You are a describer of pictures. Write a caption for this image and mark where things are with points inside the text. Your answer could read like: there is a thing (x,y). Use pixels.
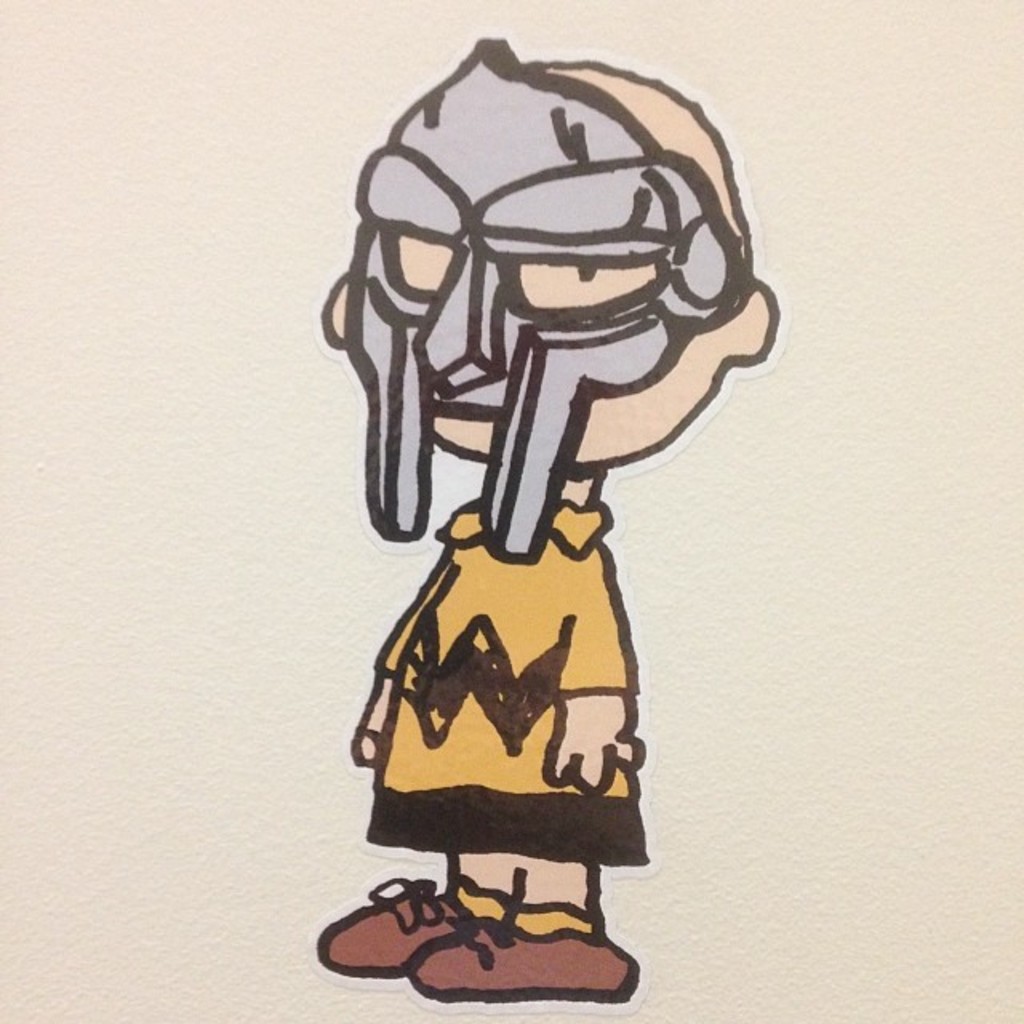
In this image, we can see a human sticker (394,641) on the wall (976,848). Here we can see this person (513,383) is wearing a mask (449,171).
